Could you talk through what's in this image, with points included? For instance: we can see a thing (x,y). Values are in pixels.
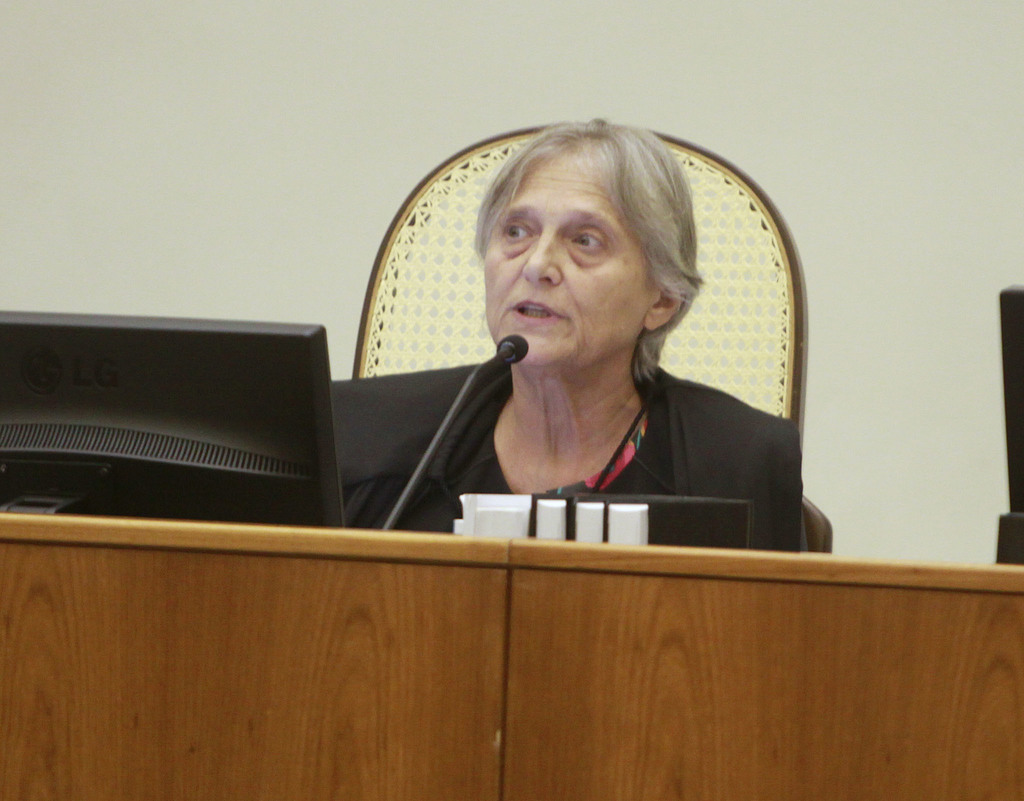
In the foreground (711,607), I can see a woman (541,345) is sitting on a chair (807,526) in front of a table (655,577), on which a PC (240,428) and a mike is there. In the background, I can see a wall (969,420). This picture might be taken in a hall (486,562).
